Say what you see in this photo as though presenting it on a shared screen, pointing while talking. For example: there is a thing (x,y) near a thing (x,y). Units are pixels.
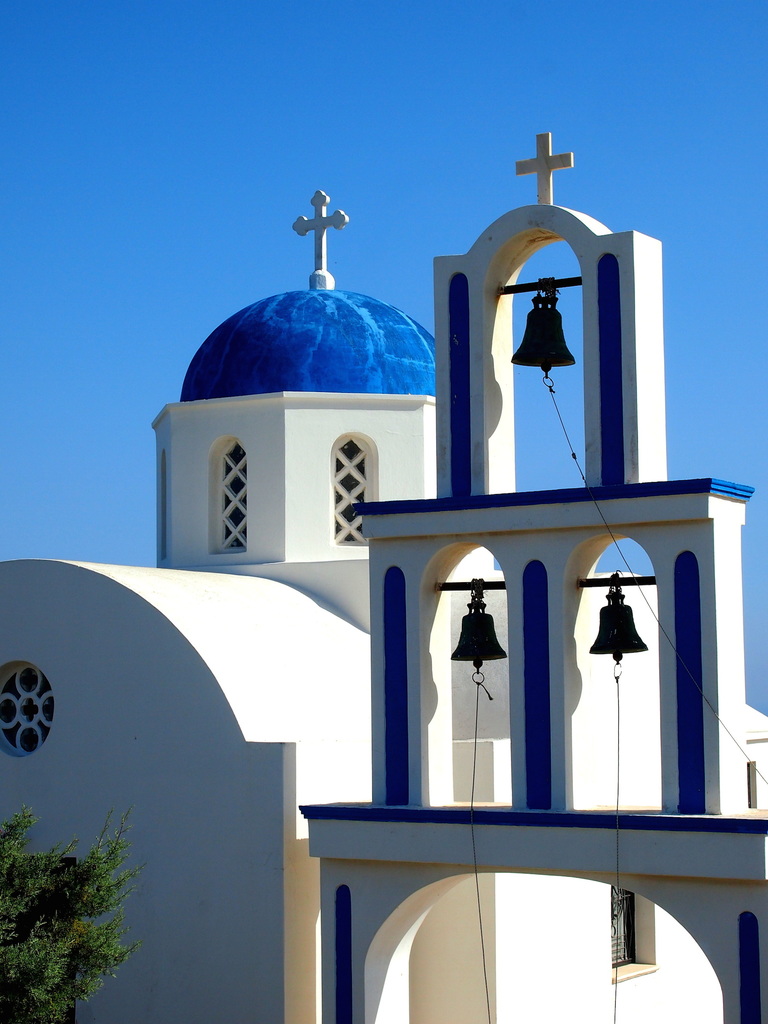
In this image we can see a building (127,908), bells (560,322) and cross symbols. In-front of this building (214,683) there is a tree (16,865). Background (309,178) we can see blue sky (295,179).
